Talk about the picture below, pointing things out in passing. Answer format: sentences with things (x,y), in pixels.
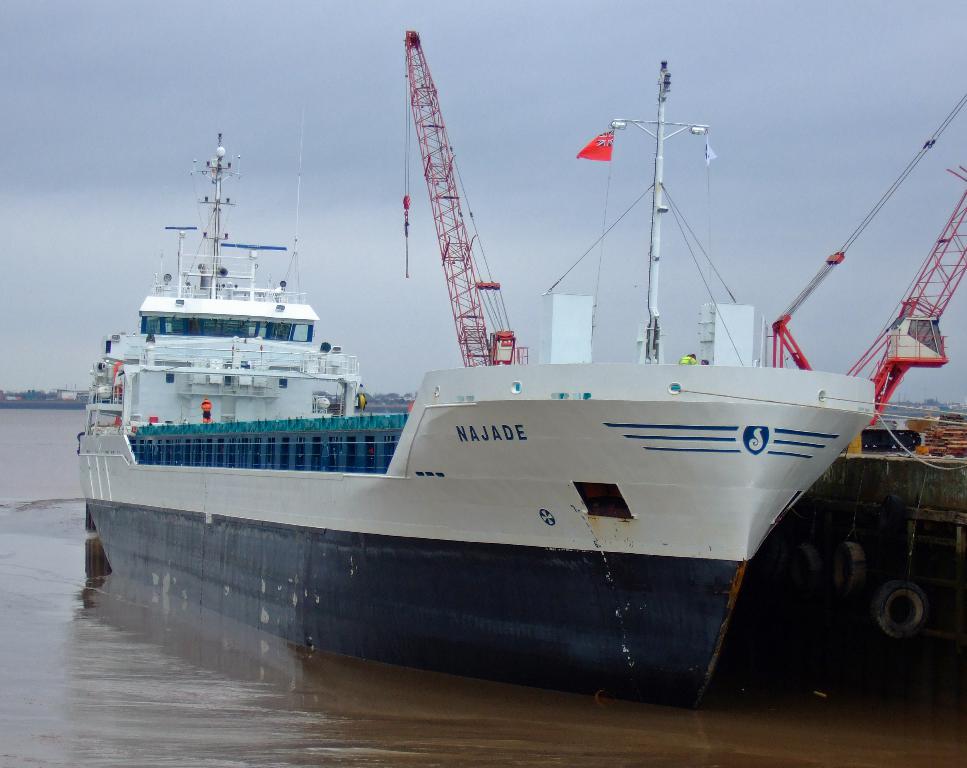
In this image we can see a ship (290,527) on the water (278,637). Also there are cranes (498,325). In the background (331,141) there is sky (327,136). Also there is a flag (581,155).
